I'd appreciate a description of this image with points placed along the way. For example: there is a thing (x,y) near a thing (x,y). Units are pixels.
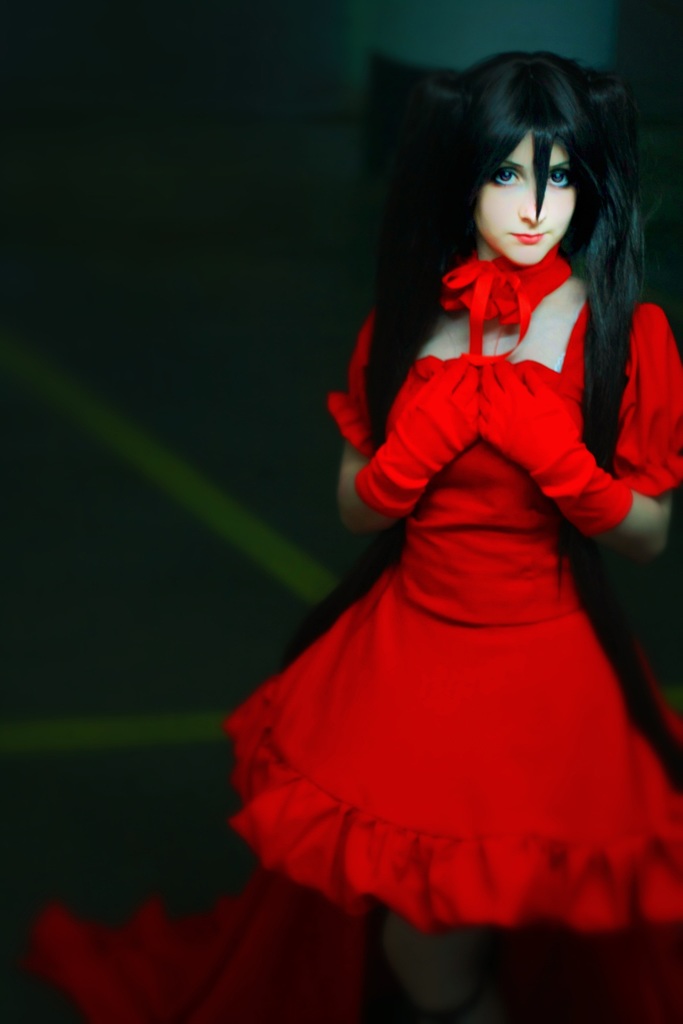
In this image we can see a woman (370,669) wearing red dress (290,809) and gloves (495,431) is standing here. The background of the image (66,732) is dark.
